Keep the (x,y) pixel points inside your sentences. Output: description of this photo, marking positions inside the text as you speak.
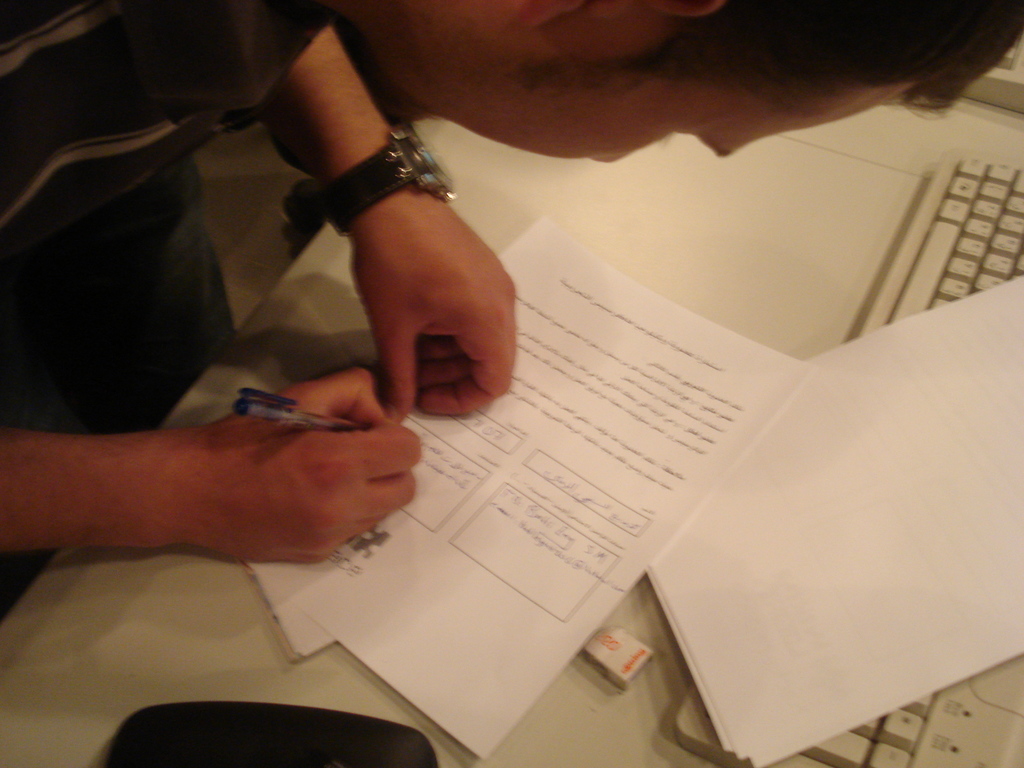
In the image we can see a person (125,96) wearing clothes (198,89), wrist watch (379,188) and holding pen (309,422) in hand (329,447) and the person (380,445) is writing something. There are papers (696,539) and a keyboard (946,248), kept on the white surface (763,277).
